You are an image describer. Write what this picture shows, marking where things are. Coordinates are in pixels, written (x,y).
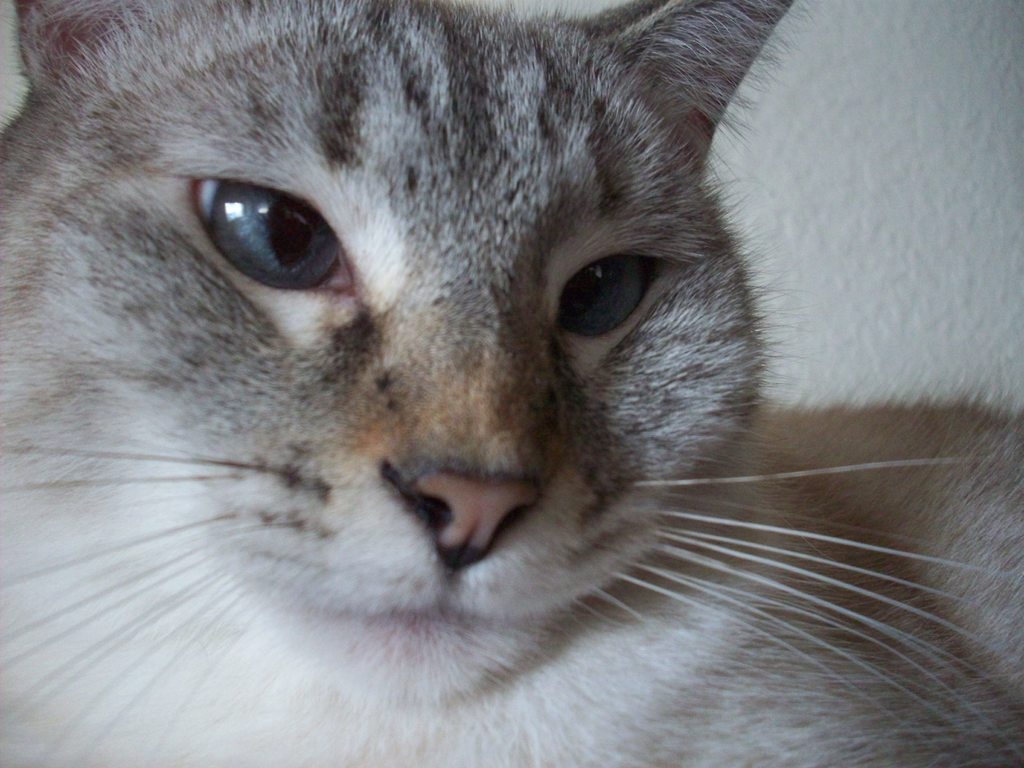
This is the zoomed image of a cat (587,219) and this cat (377,436) is looking at the camera. In the background (882,267), it is white in color.
